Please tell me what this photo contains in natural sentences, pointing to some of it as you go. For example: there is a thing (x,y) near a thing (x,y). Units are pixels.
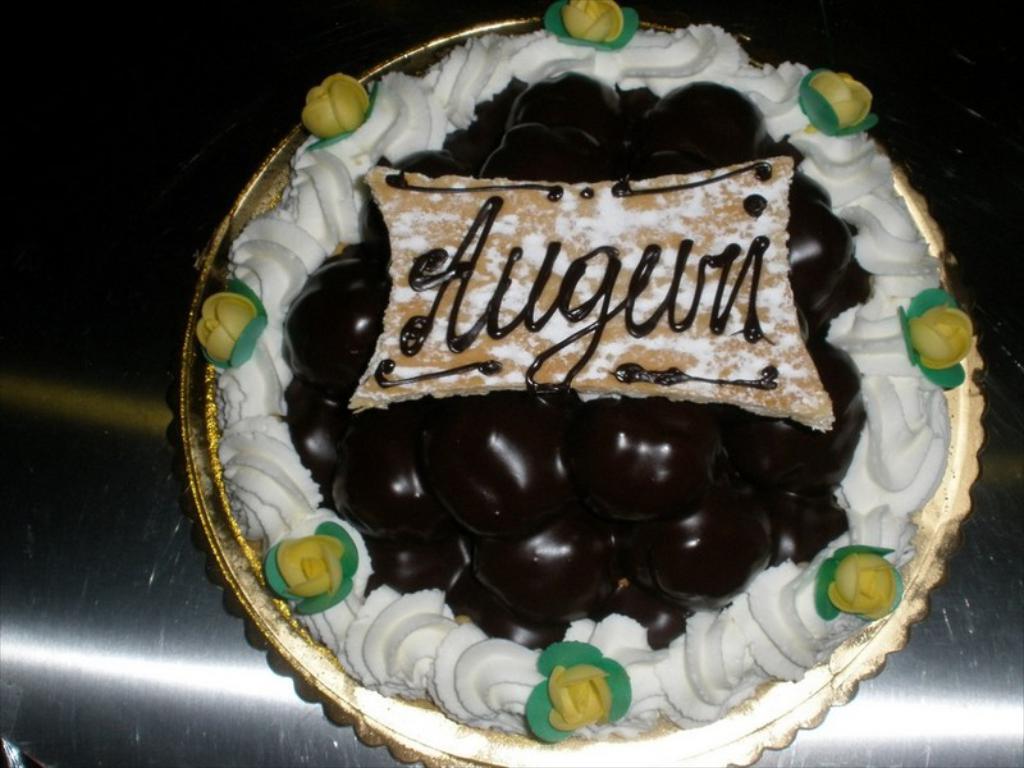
In this image there is a cake (412,294) on a metal surface (59,301). In the center (519,283) there is text (761,258) on the cake (422,280).
